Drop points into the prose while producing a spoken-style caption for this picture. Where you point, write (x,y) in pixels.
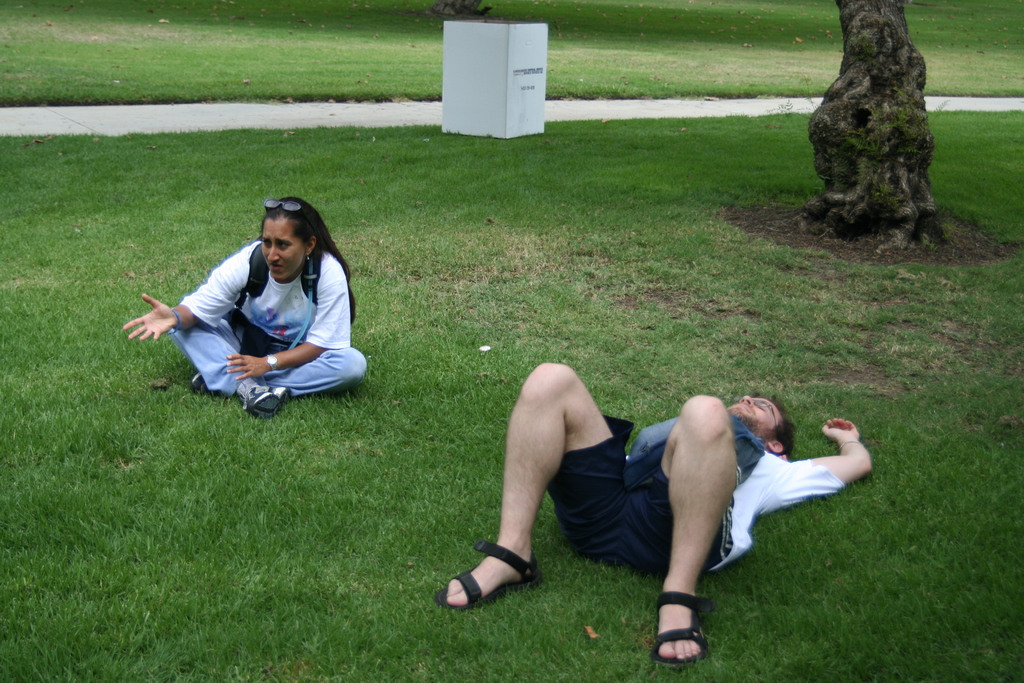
In this picture we can see a man (568,475) lying on the ground (462,480) and beside him a woman (278,300) sitting, goggles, watch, tree trunk (858,116), box (495,30), path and in the background (552,52) we can see the grass (673,60).
